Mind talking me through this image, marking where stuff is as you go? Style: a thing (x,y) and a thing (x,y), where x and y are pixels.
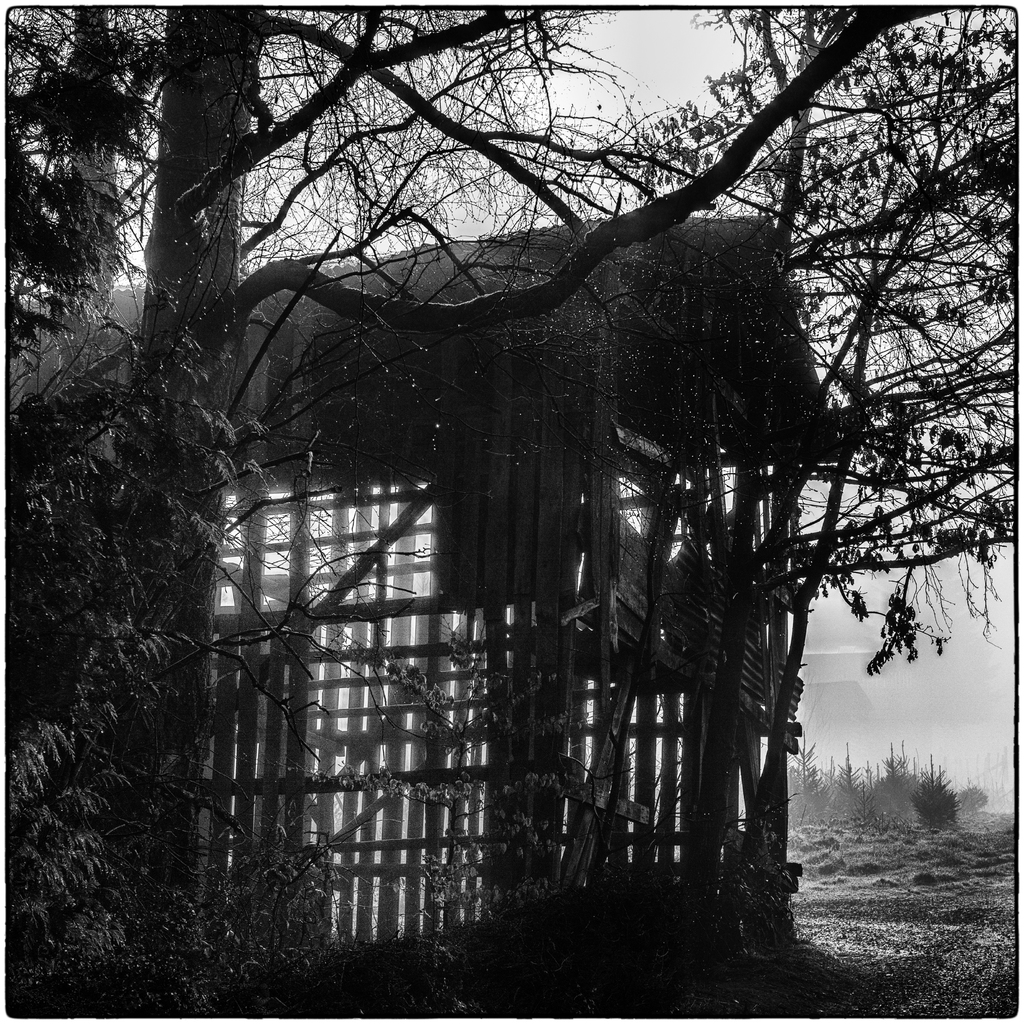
In this image I can see a wooden house (556,437) which is made of wooden logs (460,534) and a tree (190,341). In the background (622,49) I can see the sky (832,605), the ground (835,832) and few plants (852,777).
